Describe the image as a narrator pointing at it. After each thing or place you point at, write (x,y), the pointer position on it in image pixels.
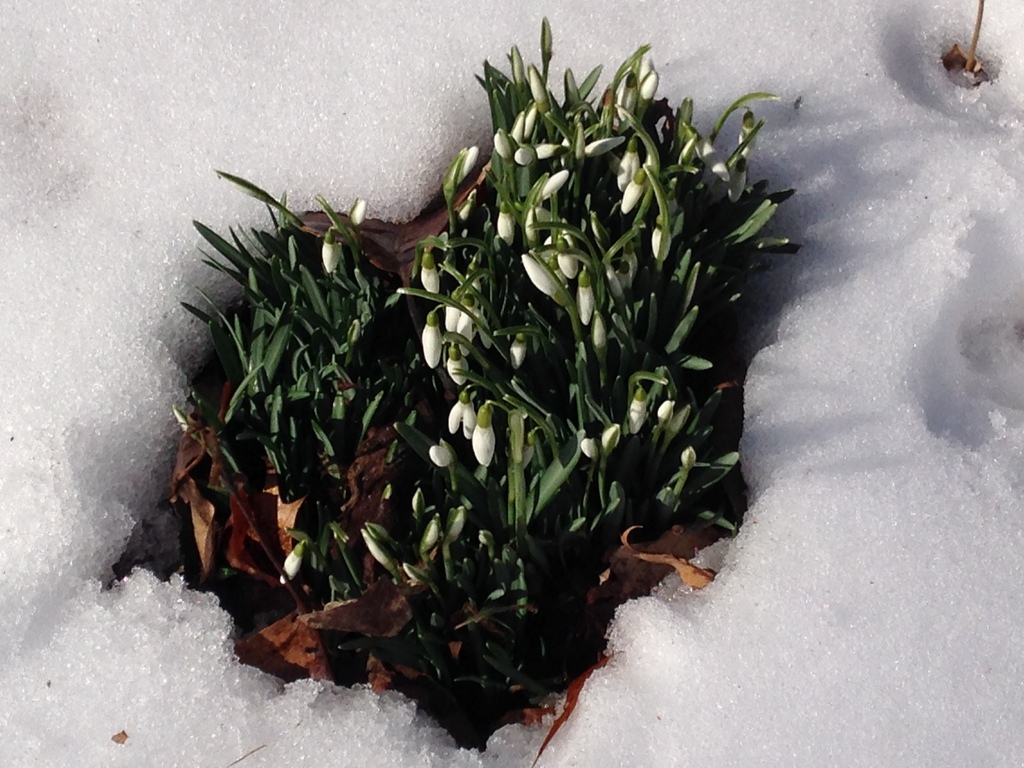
In this picture we can see white flower buds (528,258) and green leaves (329,368).
